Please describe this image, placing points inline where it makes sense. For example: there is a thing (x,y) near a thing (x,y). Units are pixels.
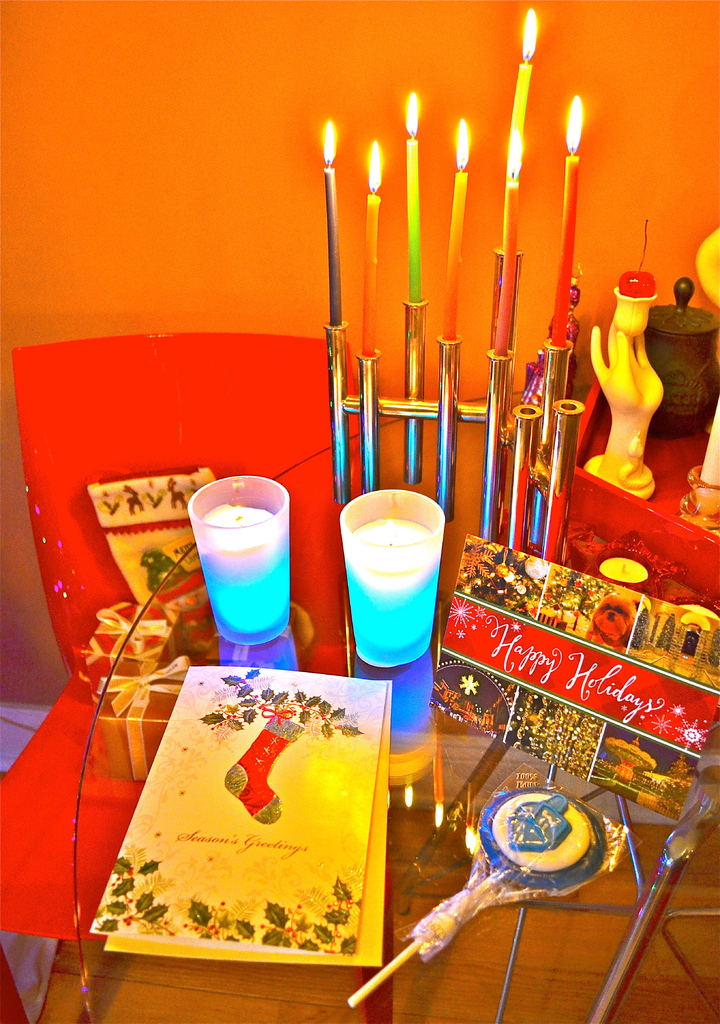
In this picture there is a glass table (577,977). On the table (610,987) there are greeting cards (334,905), candles (369,617), candle holder (422,400), sculpture (623,404) and a lollipop (504,870). There are candles (511,150) lightened and placed on the candle holder (511,447). Beside the table (101,768) there is a chair (51,809) and gift boxes (134,667) are placed on it. In the background (150,248) there is wall (179,197).
